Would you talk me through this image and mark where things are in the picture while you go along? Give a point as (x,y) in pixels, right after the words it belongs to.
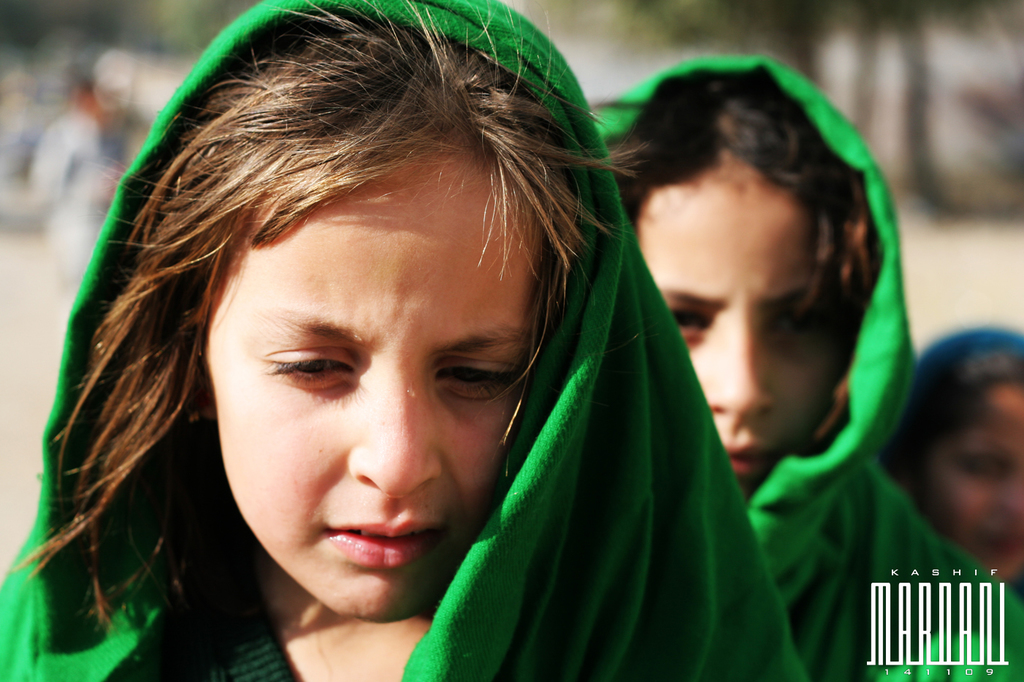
There are two girls (551,322) wearing a green scarf (637,243). In the background (678,37) it is blurred. On the right corner (904,595) there is a watermark (929,605).
